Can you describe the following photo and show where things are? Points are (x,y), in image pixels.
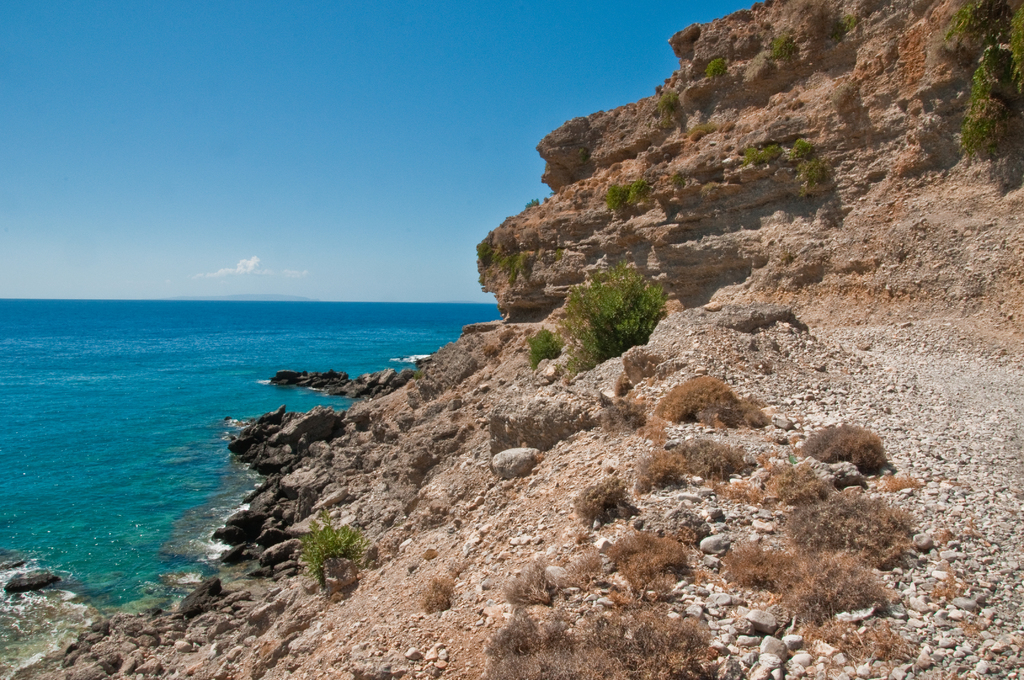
In this picture I can see the ocean (71,410). On the right (806,46) I can see the mountain (774,269) and grass (551,340). At the bottom (638,509) I can see small stones (397,638). At the top (153,113) I can see the sky (318,28) and clouds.
